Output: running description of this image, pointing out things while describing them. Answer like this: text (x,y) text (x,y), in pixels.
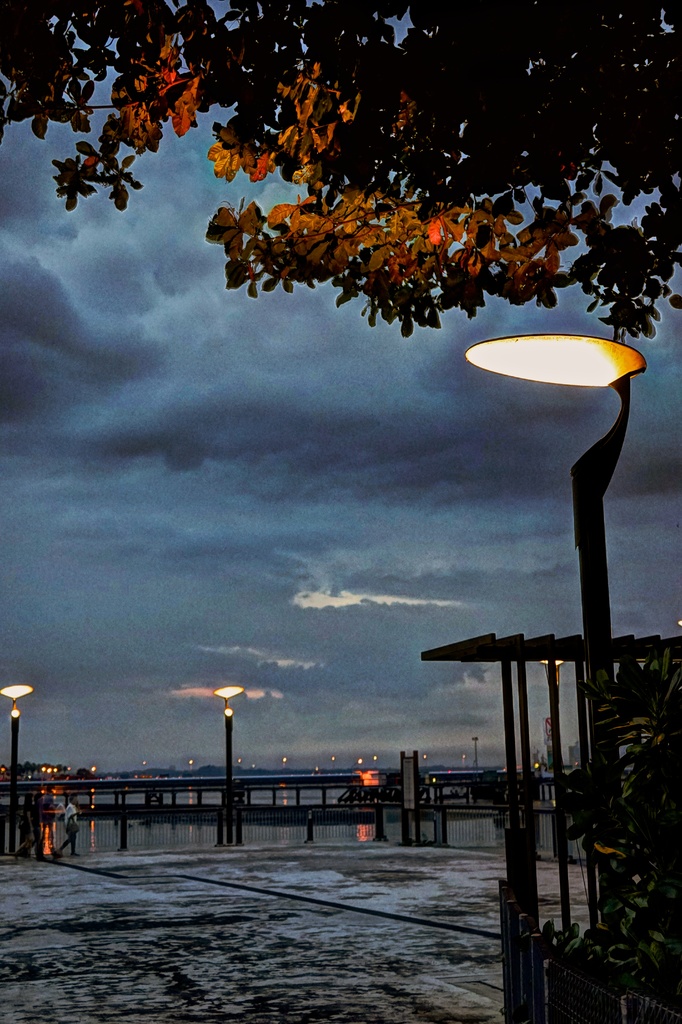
In this image we can see light poles (547,662). Also there are branches (590,272) with leaves (441,143). In the back (71,823) we can see a person (71,816). Also there is water (191,799). And there are railings (179,810). In the background (264,534) there is sky (291,537) with clouds (299,622).
